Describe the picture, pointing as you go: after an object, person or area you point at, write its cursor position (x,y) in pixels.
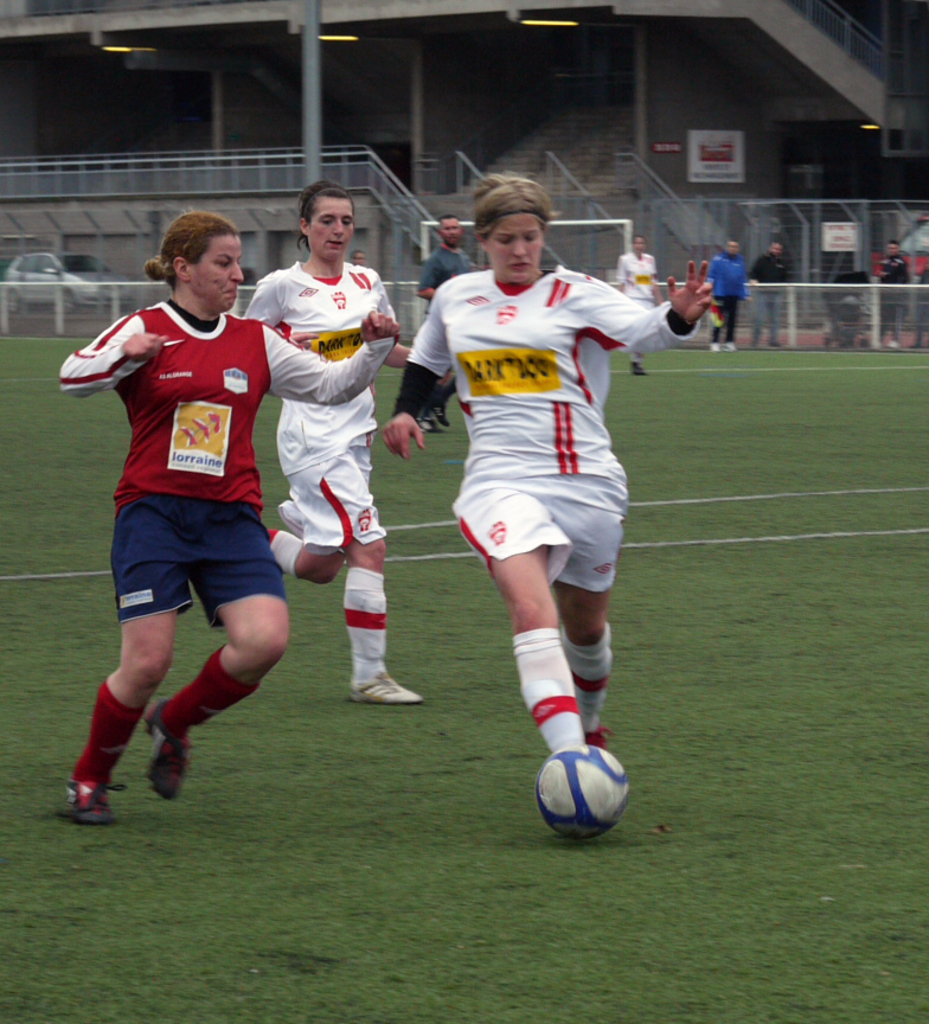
This picture shows three women (497,434) playing a football game, the girl (524,471) in front (554,409) is kicking football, in the background (872,324) we can see metal railings (874,318) and some of the people (744,284) standing over there and also we can see stairs (582,164) up there.
